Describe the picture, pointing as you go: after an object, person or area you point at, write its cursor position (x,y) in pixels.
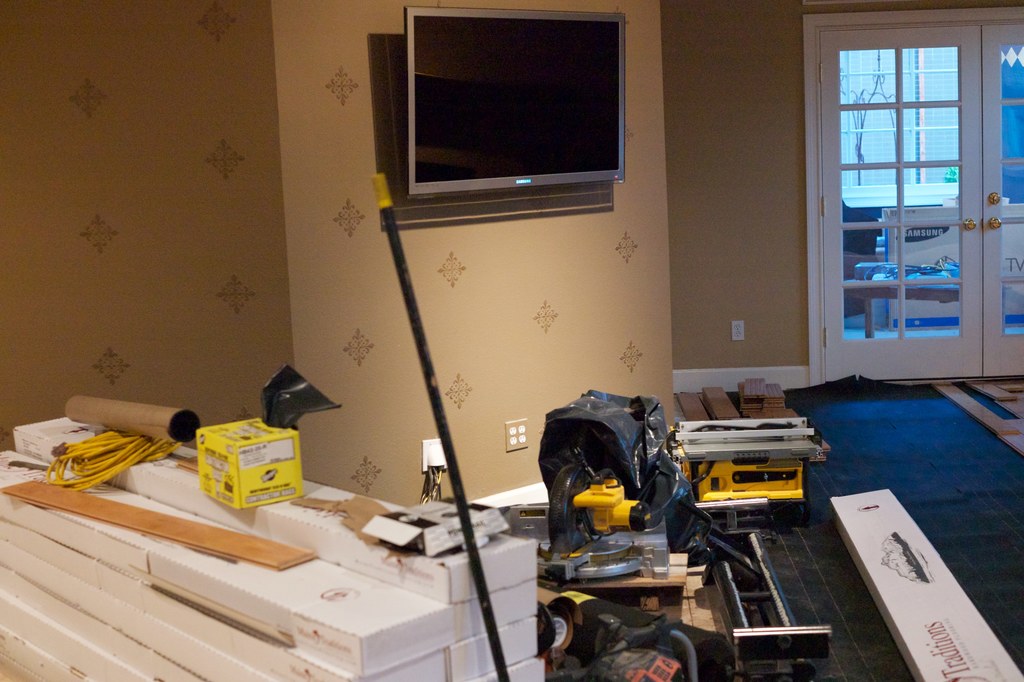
In this image I can see a wall (592,232) and a screen (475,117) attached to the wall (307,174) in the middle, on the floor (867,605) I can see some equipments (922,638) kept on that, on the right side (870,146) I can see a door (909,142), through door (991,136) I can see some objects (881,247).
